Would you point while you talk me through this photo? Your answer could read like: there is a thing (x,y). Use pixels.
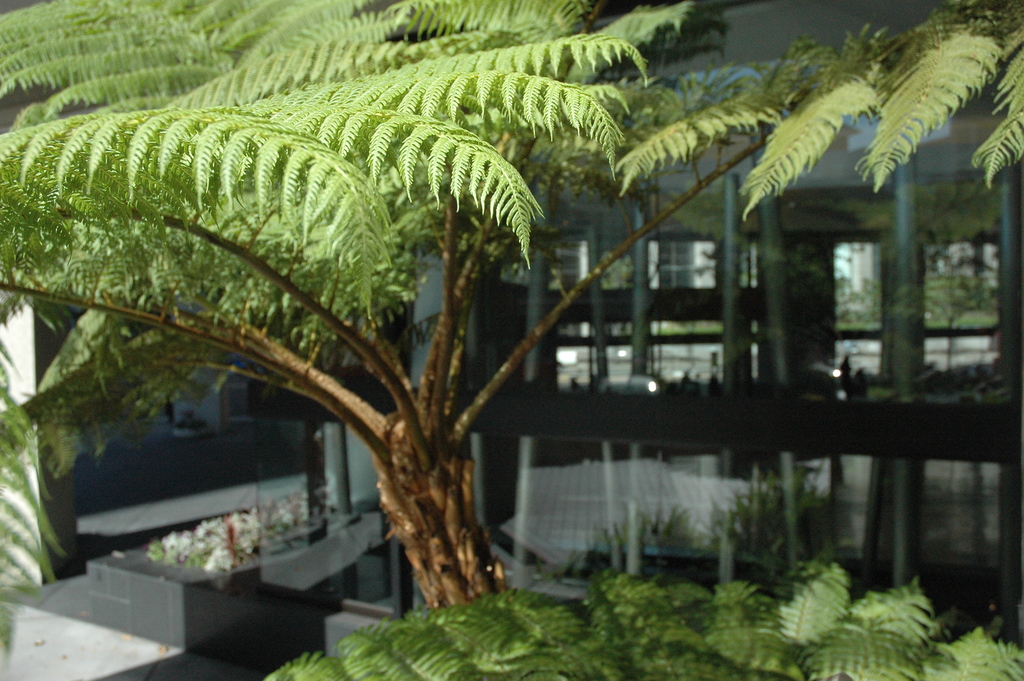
In this image we can see some plants (465,434). On the backside (742,378) we can see a building (761,365) with pillars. On the left side (214,519) we can see some flowers (216,532).
